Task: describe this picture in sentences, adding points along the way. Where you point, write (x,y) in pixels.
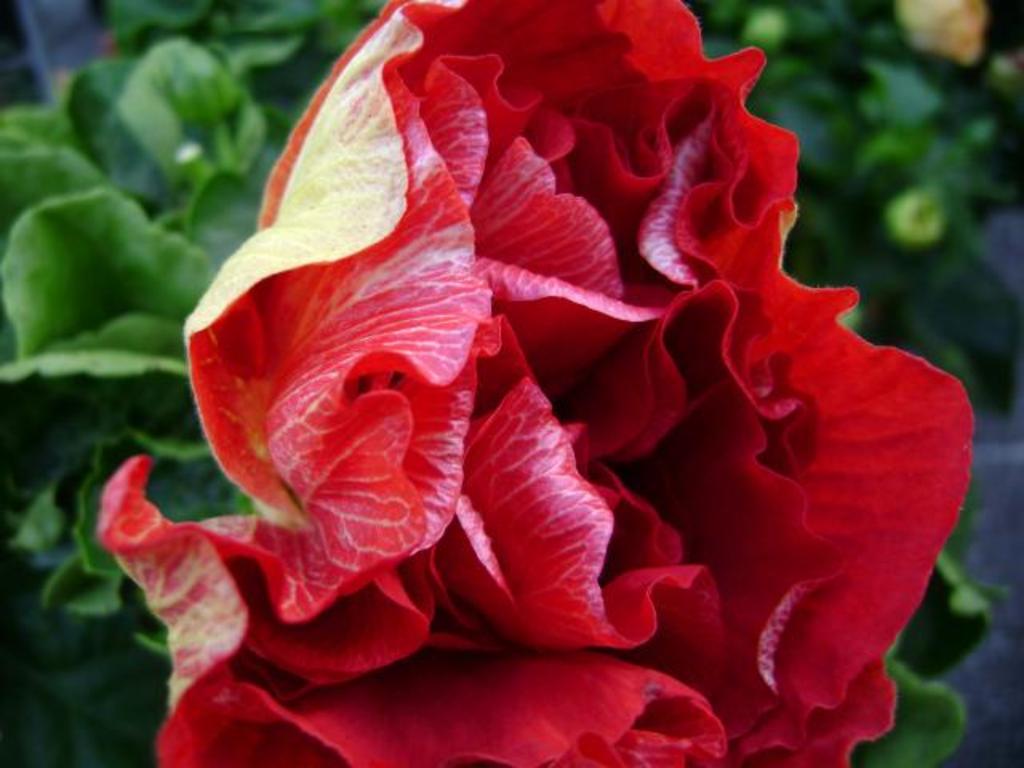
In this image there is a red flower (418,392). In the background (236,135) there are plants (266,103).
